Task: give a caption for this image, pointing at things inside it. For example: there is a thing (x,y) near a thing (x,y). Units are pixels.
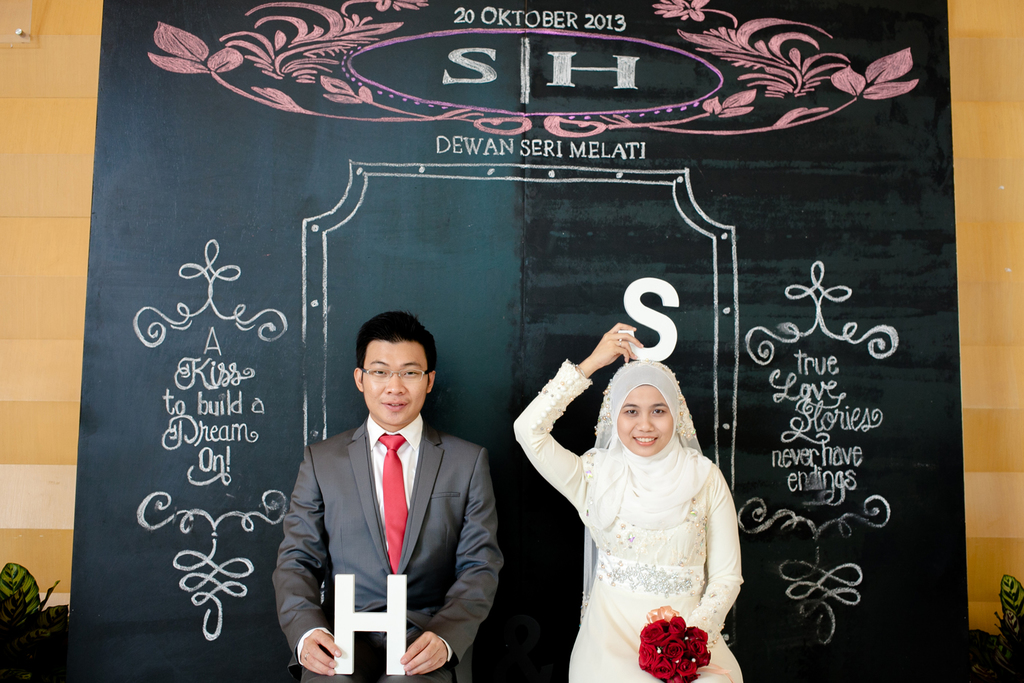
In this image there is a man (386,510) and a woman (633,370) holding letters (392,586) in their hands (613,339), the woman (632,397) is holding a flower bouquet (672,665), behind them there is a board (383,251) on the wall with pictures (444,101) and text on it, beside the board (152,588) there are plants (25,627).
